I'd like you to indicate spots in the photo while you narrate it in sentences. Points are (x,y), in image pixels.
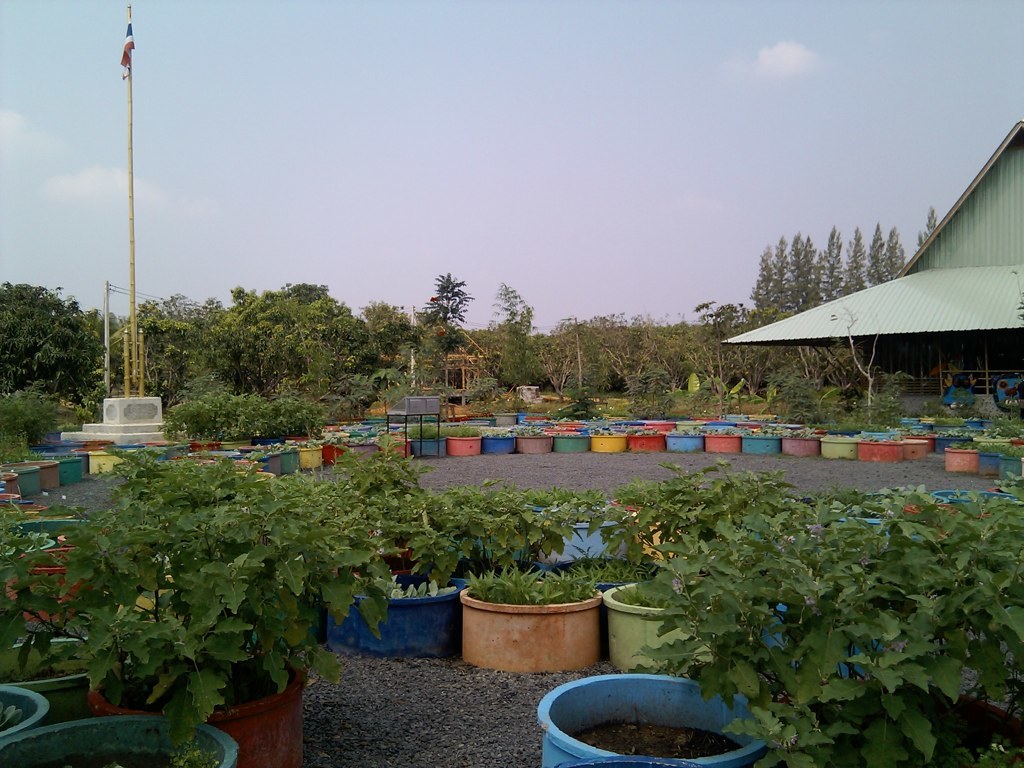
As we can see in the image there are plants (742,395), pots (31,483), trees (87,351), flag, house (1022,271) and sky (488,80).
